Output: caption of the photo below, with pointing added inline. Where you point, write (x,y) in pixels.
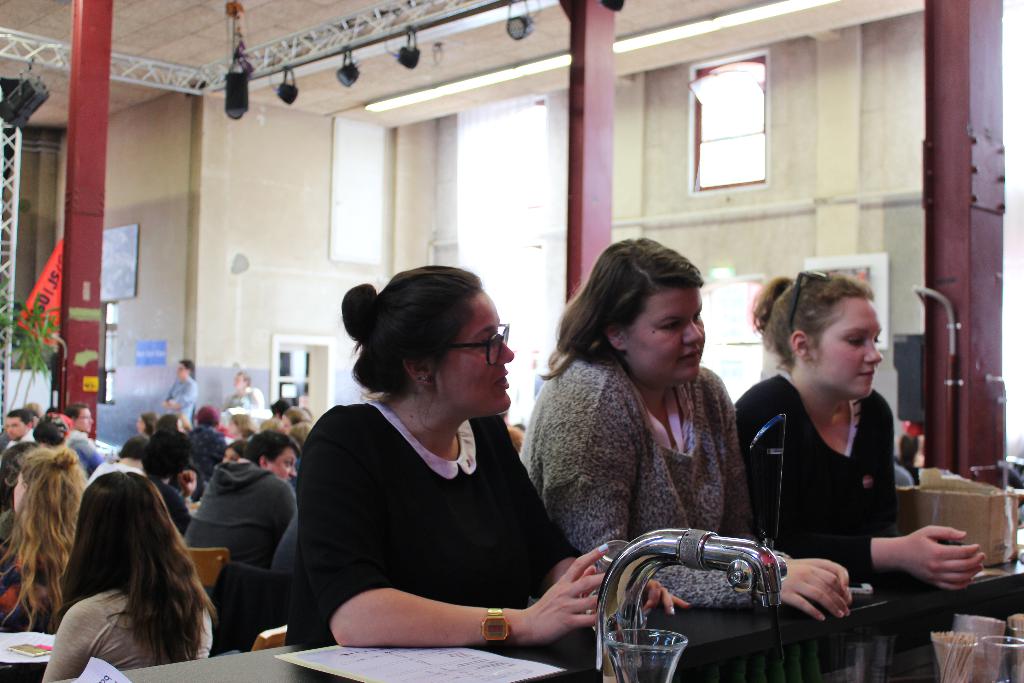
In this image I can see a group of people (168,453) are sitting on the chairs (250,573) in front of tables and few (324,498) are standing on the floor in front of a cabinet (567,648). In the background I can see a wall (752,235), windows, houseplants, pillars (600,233), metal rods (328,36) and lights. This image is taken may be in a hall (314,16).
